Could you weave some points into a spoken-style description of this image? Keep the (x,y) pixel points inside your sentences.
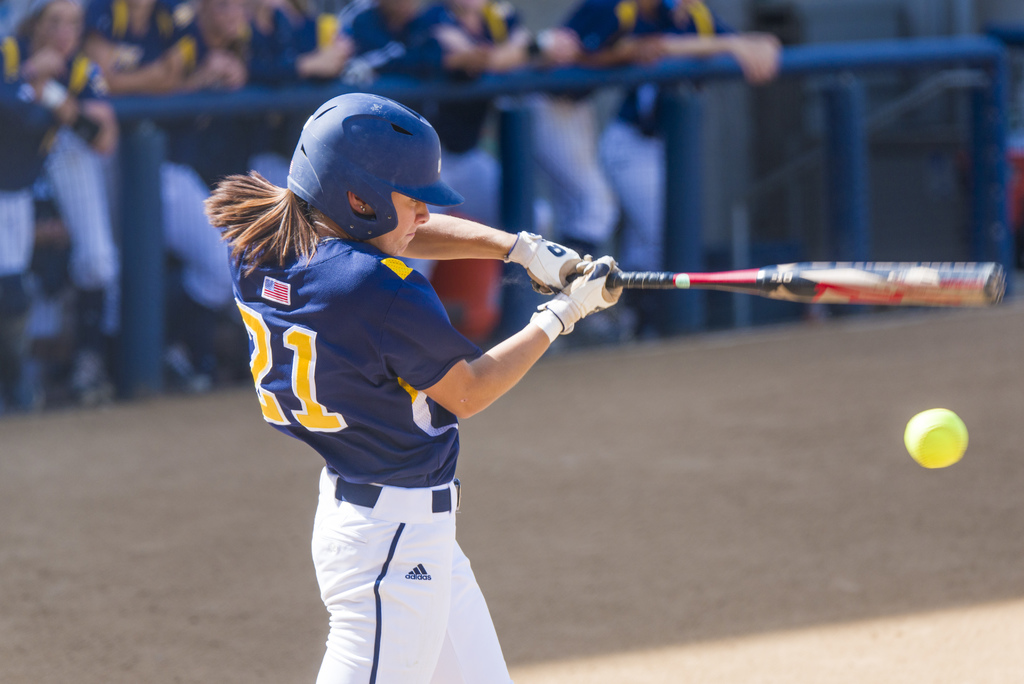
In this image in front (400,329) there is a person (273,262) standing on the ground (212,393) and she is about to hit the ball (956,442). In the background of the image (432,101) there are people (354,62) holding the metal fence (982,115).
